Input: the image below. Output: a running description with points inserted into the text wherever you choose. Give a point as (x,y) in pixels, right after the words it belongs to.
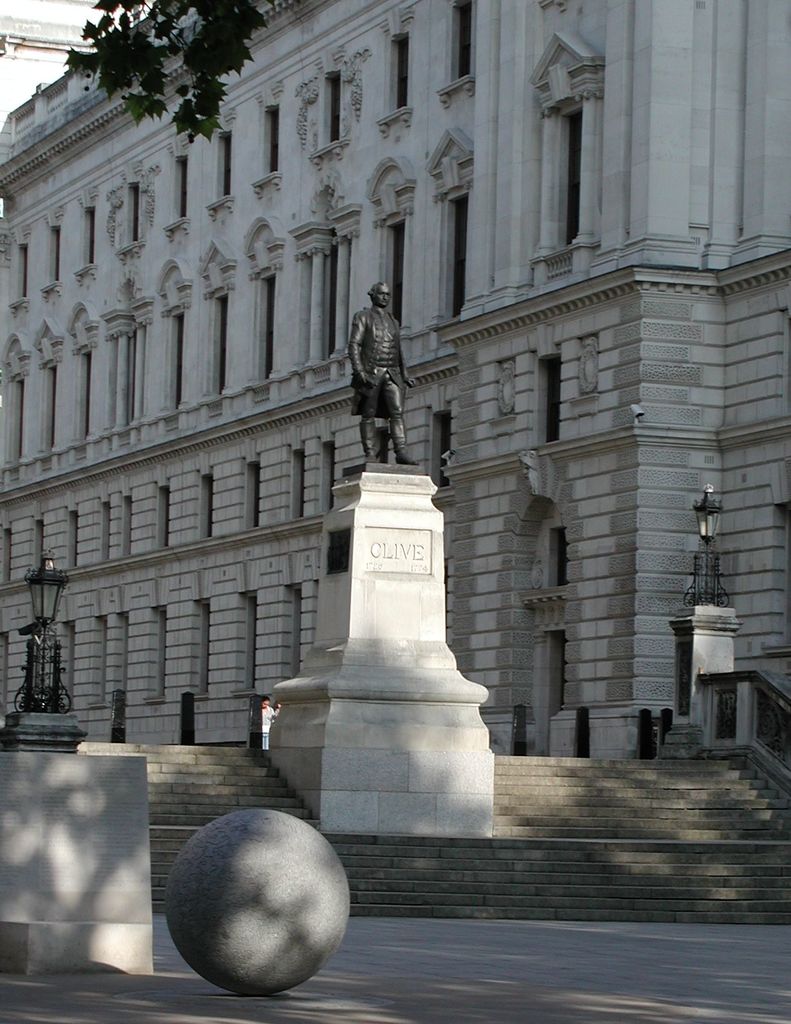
This is the picture of a building (516,373). In this image there is a statue (396,451) of a person (394,417) in the foreground (422,699) and there is a ball (347,890) and staircase (686,802). At the back (102,594) there is a building (622,651) and there are cameras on the building (484,269). At the top (109,3) there is a tree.
